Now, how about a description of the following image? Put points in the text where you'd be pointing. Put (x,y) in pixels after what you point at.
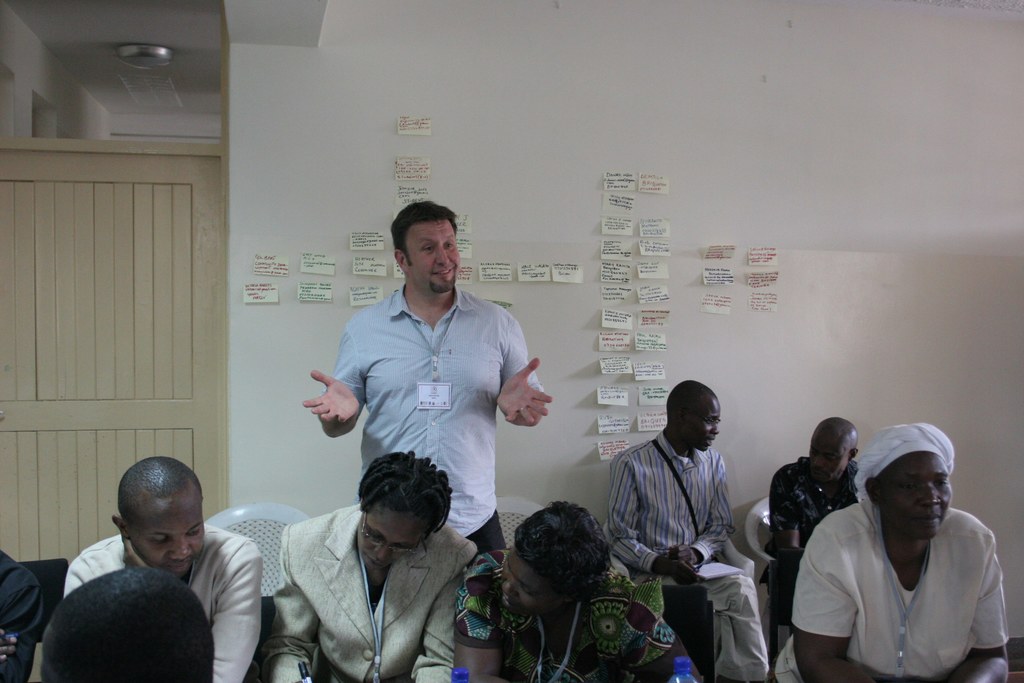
There are many people (838,538) sitting on chairs (677,591). One person (402,345) is standing. They are wearing tags (381,606). In the back (480,66) there is a door (128,335) and a wall (475,103). On the wall (434,154) there are many papers (605,372) pasted with something written on that.
